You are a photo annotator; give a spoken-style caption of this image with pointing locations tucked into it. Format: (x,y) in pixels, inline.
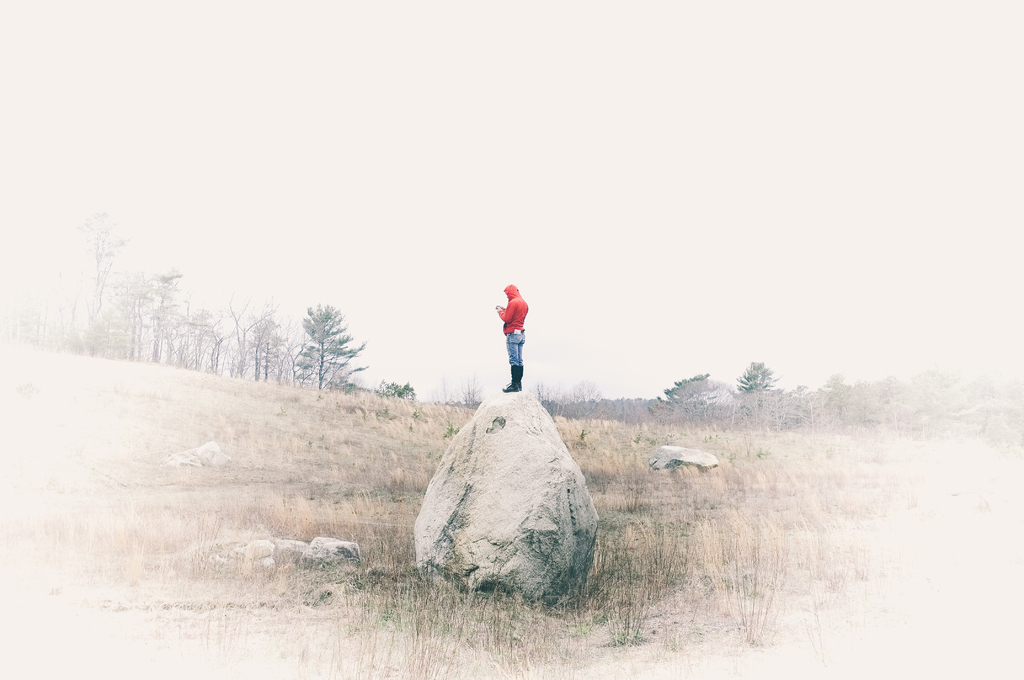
In this image I can see the person (524,321) standing on the rock (522,531). I can see the person (518,352) is wearing the red and blue color dress (509,343). I can see few more rocks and the plants (693,501). In the background (27,58) I can see many trees (739,417) and the sky (460,206).
